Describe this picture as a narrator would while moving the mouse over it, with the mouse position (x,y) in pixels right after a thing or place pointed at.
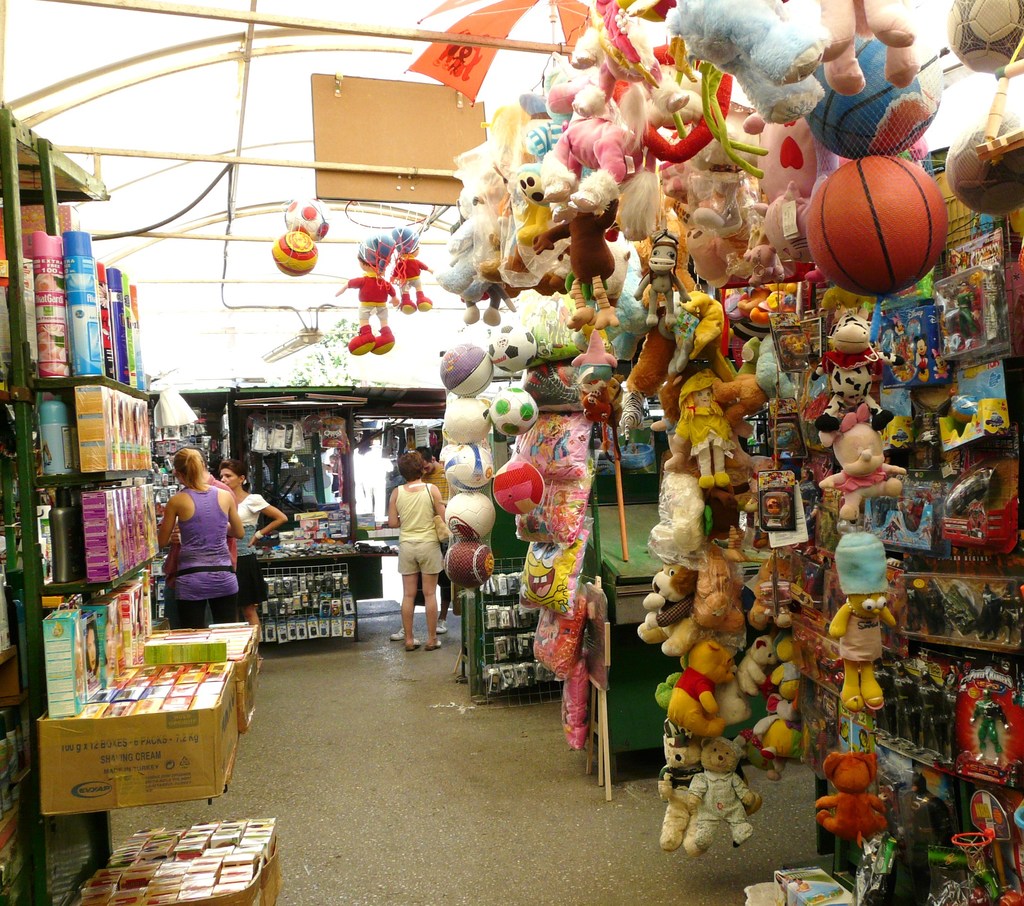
In this image we can see a group of toys (681,576), balls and some objects (765,535) on the stand (537,695). We can also see some people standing on the ground (477,727), some objects (348,528) in a stall (348,529), a tree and a roof (264,193) with some metal poles (380,34). On the left side (99,698) we can see some bottles (59,573), boxes (99,465) and containers (184,683) in the cardboard boxes (135,751) which are placed on the racks (37,576).
